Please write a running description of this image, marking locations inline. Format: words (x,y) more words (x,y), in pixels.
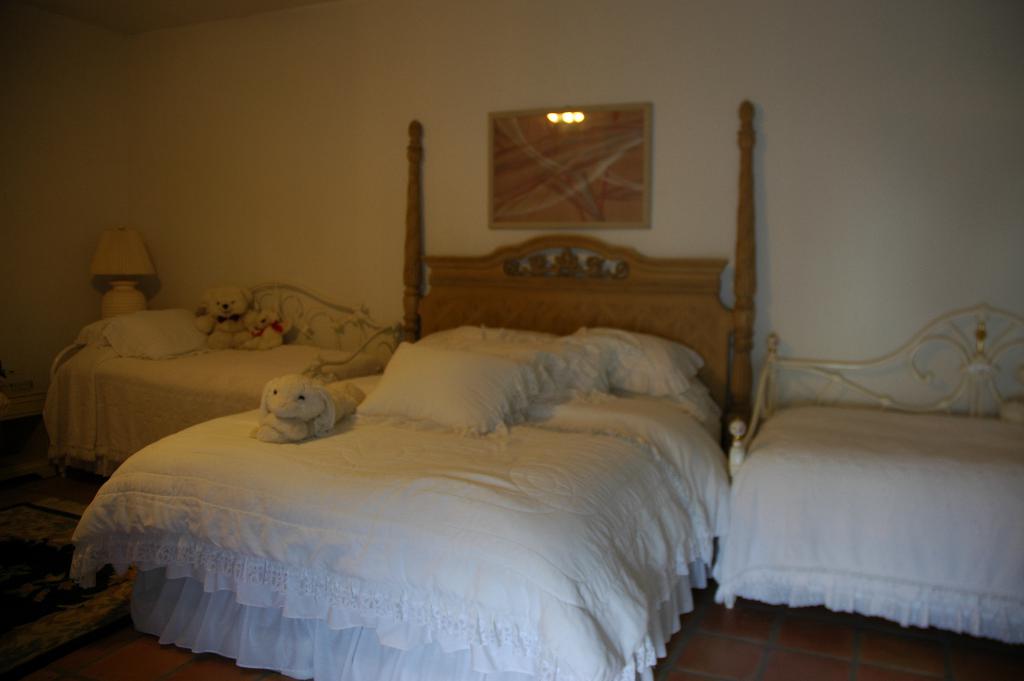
In this picture we can see a bed (354,571) in between two sofas (1020,494) on which there are some pillows (195,339) and white color bed sheet (422,511) on the bed (412,342) we can see the doll (277,394) and on the left side sofa (281,352) also we can see the doll (221,293). There is a lamp (100,270) and the floor mat (55,578) on the left (52,612).
